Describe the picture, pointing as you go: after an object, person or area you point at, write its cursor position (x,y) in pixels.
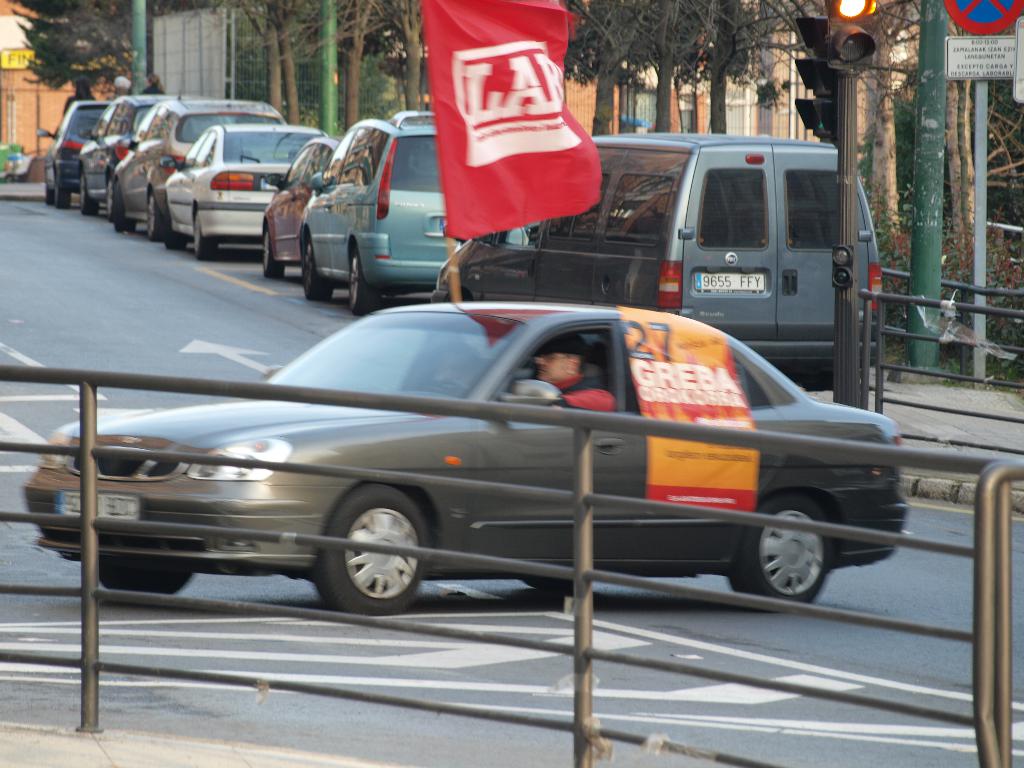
In the picture we can see a road (103,288) with a car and some person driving it and behind the car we can see some cars (546,242) are parked near the path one by one and behind the cars (564,280) we can see a pole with a traffic light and another pole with a sign board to it and in the background (899,125) we can see some trees (886,123), building walls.
